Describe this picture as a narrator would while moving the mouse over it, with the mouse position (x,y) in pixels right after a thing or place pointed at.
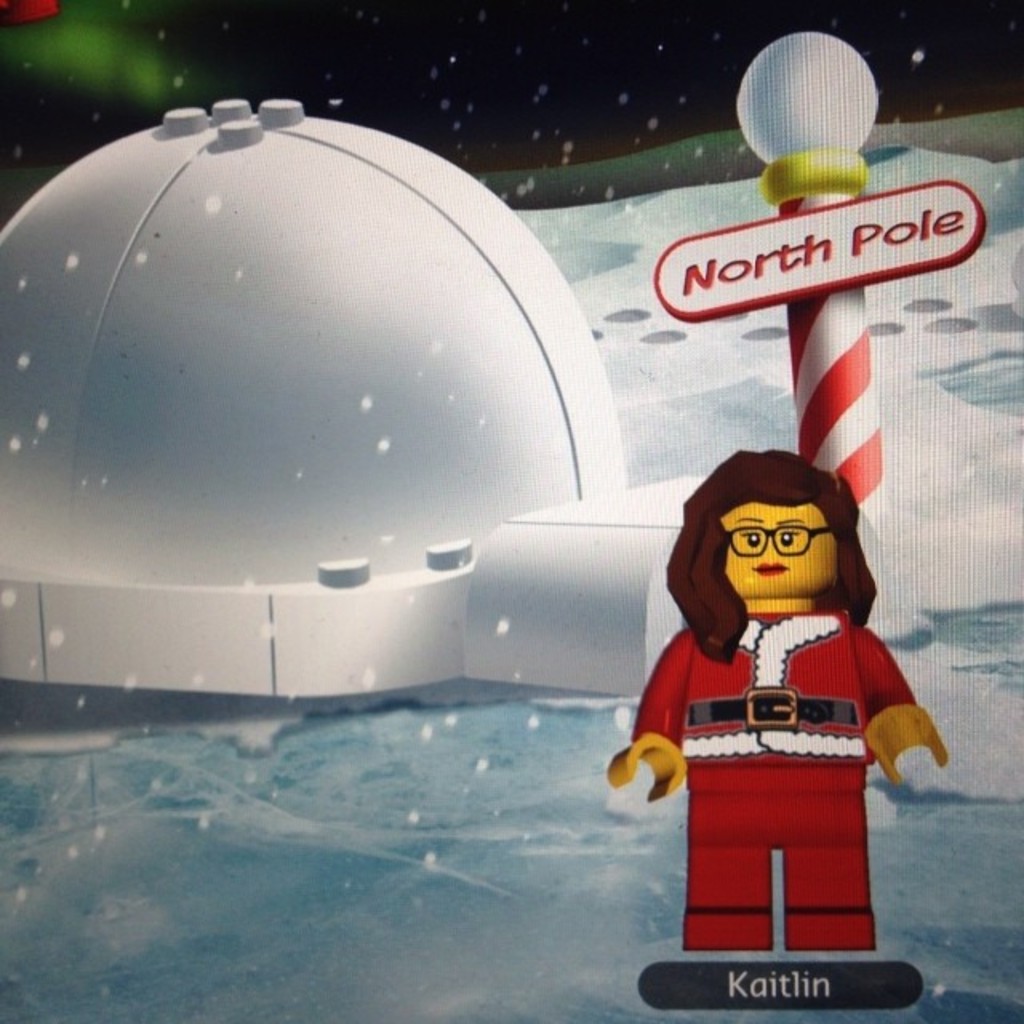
This is an animation and here we can see images of an igloo (446,383), a pole (700,288) and a toy (704,722) and we can see snow (962,544) and some text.
